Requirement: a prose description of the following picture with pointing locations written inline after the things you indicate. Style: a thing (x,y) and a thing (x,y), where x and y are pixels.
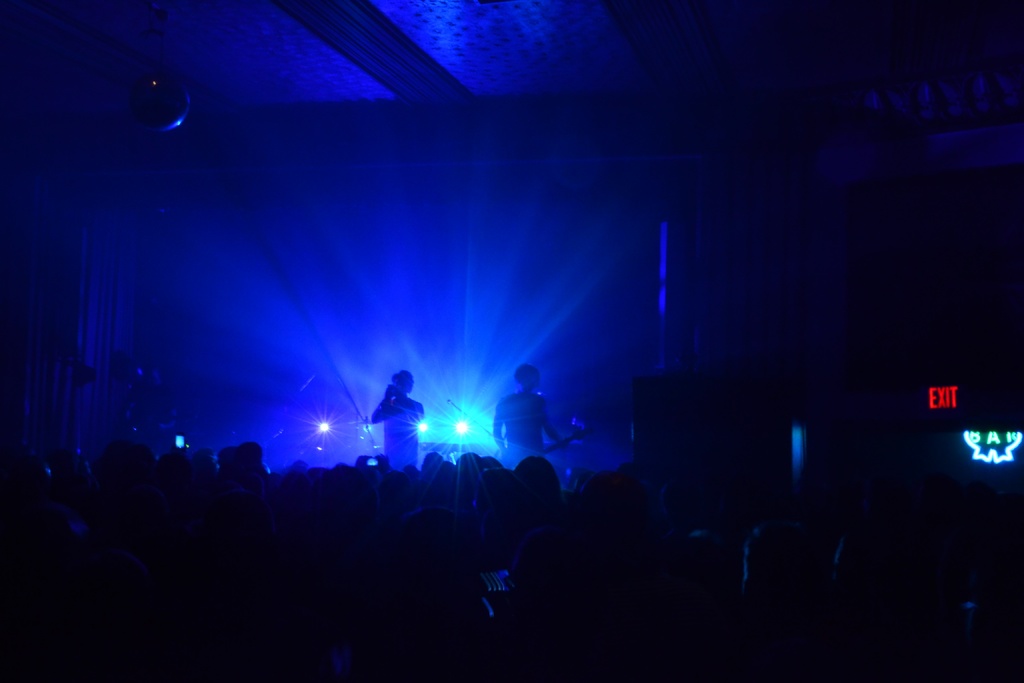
In this image I can see the dark picture in which I can see the stage (430,448), two persons (410,429) standing on the stage (490,411), few lights (463,423) and the ceiling (469,20).
